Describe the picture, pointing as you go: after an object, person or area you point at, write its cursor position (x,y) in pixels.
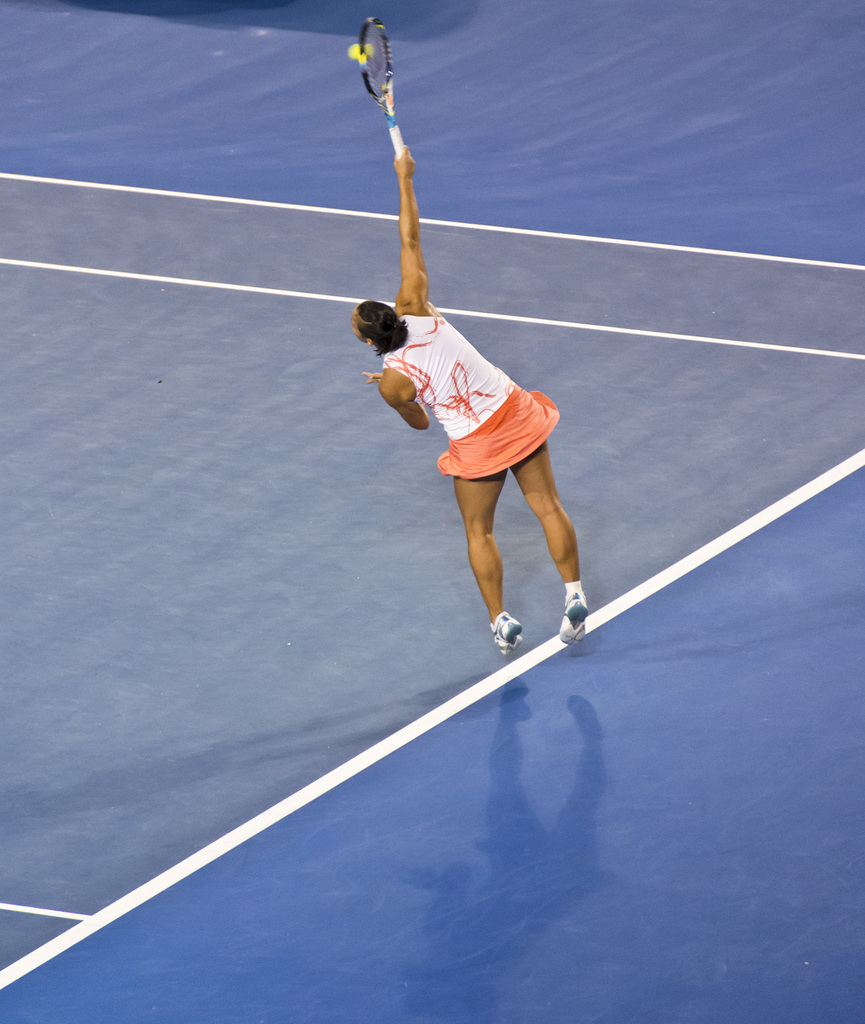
This image is taken in a tennis court (439,182). At the bottom of the image (397,847) there is a floor (456,628). In the middle of the image (495,437) a woman (417,417) is playing tennis with a tennis bat (363,70) and ball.
